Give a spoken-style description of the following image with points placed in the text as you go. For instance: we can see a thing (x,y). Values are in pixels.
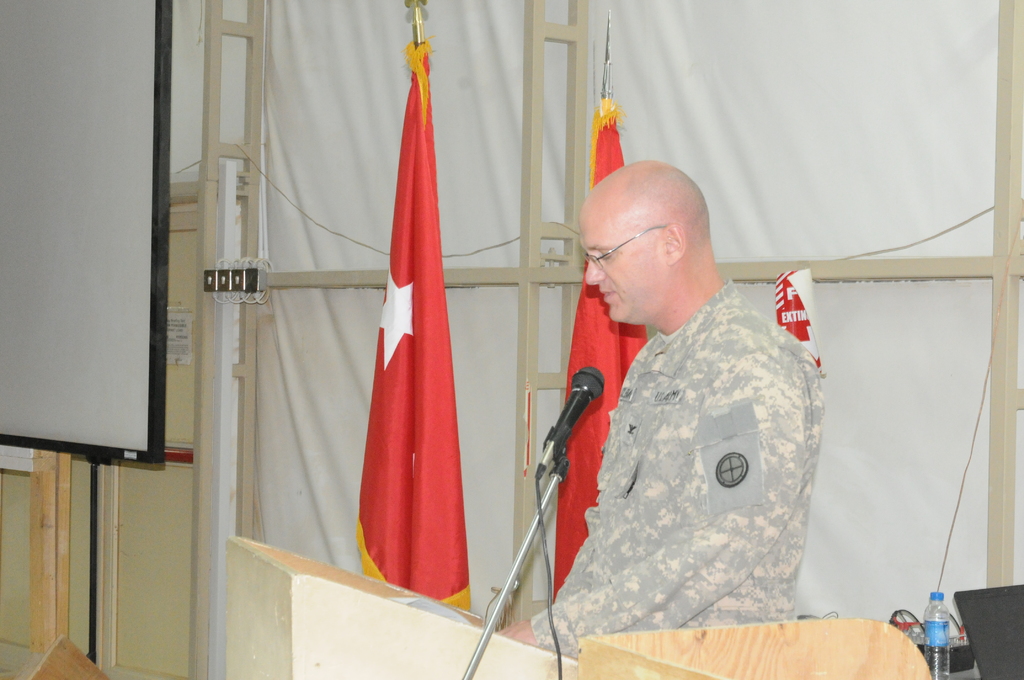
In this picture we can see a man (734,472) in the army dress (744,483). On the right side of the image (932,608), there is a bottle (930,633) and some objects (978,604). On the left side of the man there is a projector screen (123,283). Behind the man (718,483) there are flags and it looks like a tarpaulin sheet (553,510).
